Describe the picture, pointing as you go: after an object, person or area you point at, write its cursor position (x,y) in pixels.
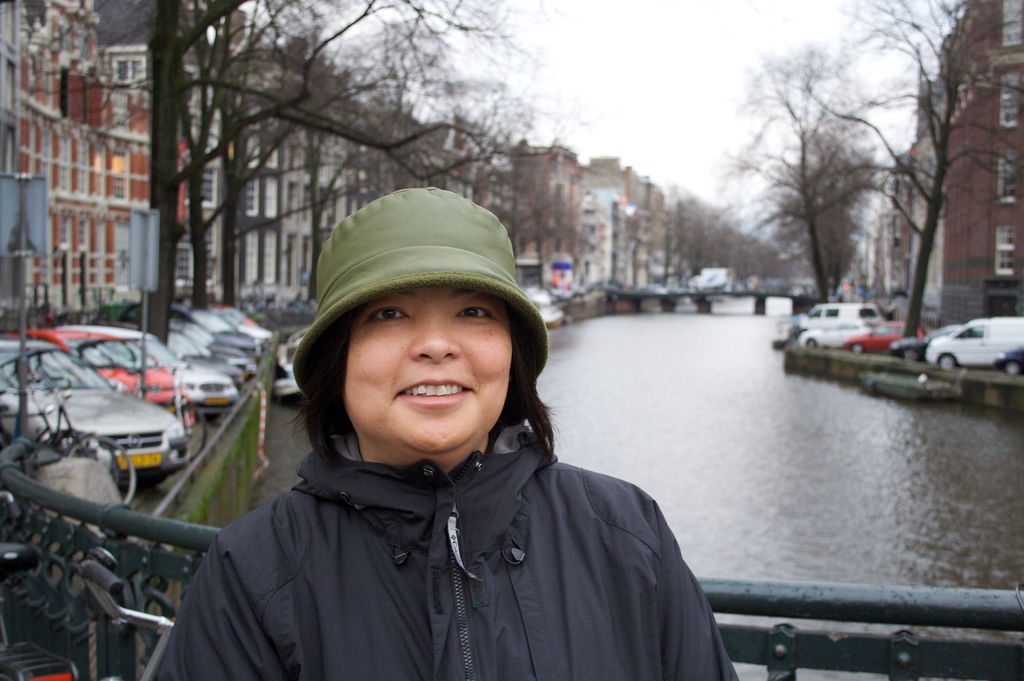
In this image a person (476,547) wearing a black jacket (559,561) is having a cap (481,240). Left bottom there is a bicycle (143,675). Behind it there is a fence (11,478). Left side (211,322) there are few cars (164,422) on the land (146,484) having few trees (165,336) and poles (20,314) with the boards (17,206) are on it. Middle of image (641,291) there is a bridge (718,297). Right side (811,345) there are few vehicles (895,343) on the road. Under the bridge (616,292) there is water (740,472). Background (1020,241) there are few trees (493,198), behind there are few buildings (584,216). Top of image (660,78) there is sky (668,71).
